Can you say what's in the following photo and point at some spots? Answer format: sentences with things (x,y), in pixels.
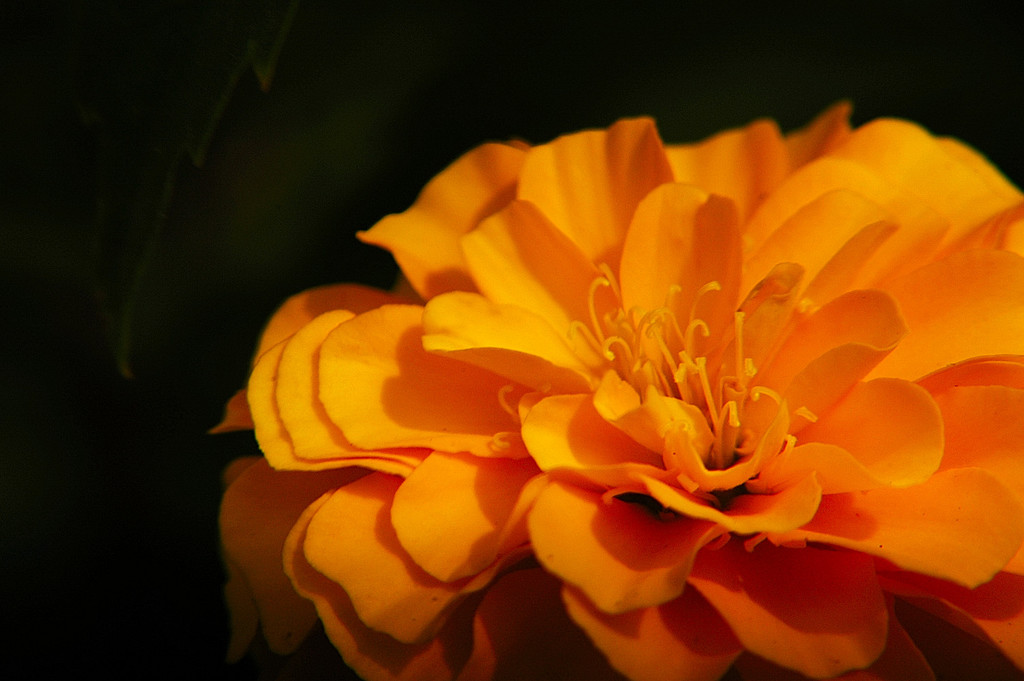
In this image there is a flower (656,391) which is in orange color. The background (98,162) is dark.
